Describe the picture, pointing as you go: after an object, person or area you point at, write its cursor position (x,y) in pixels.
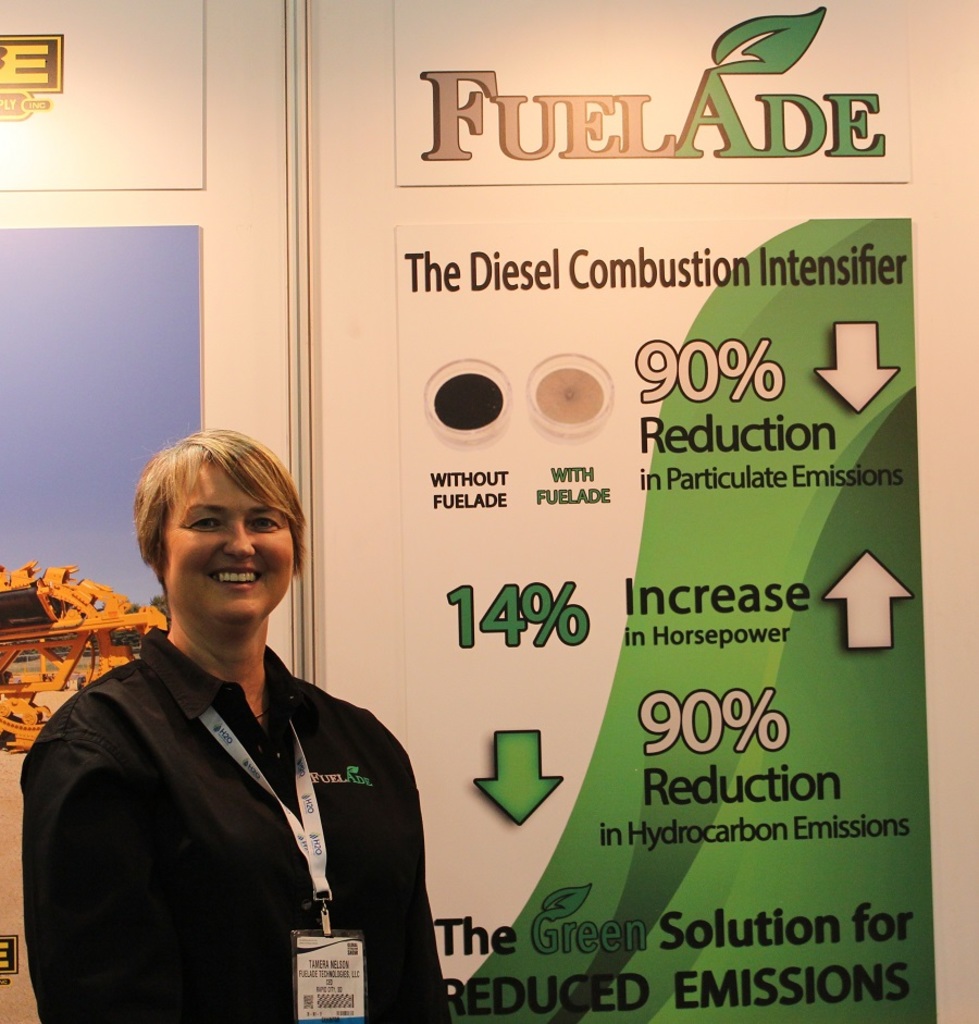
In this image we can see a woman (222,703) standing and smiling. In the background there is an advertisement (553,390).
